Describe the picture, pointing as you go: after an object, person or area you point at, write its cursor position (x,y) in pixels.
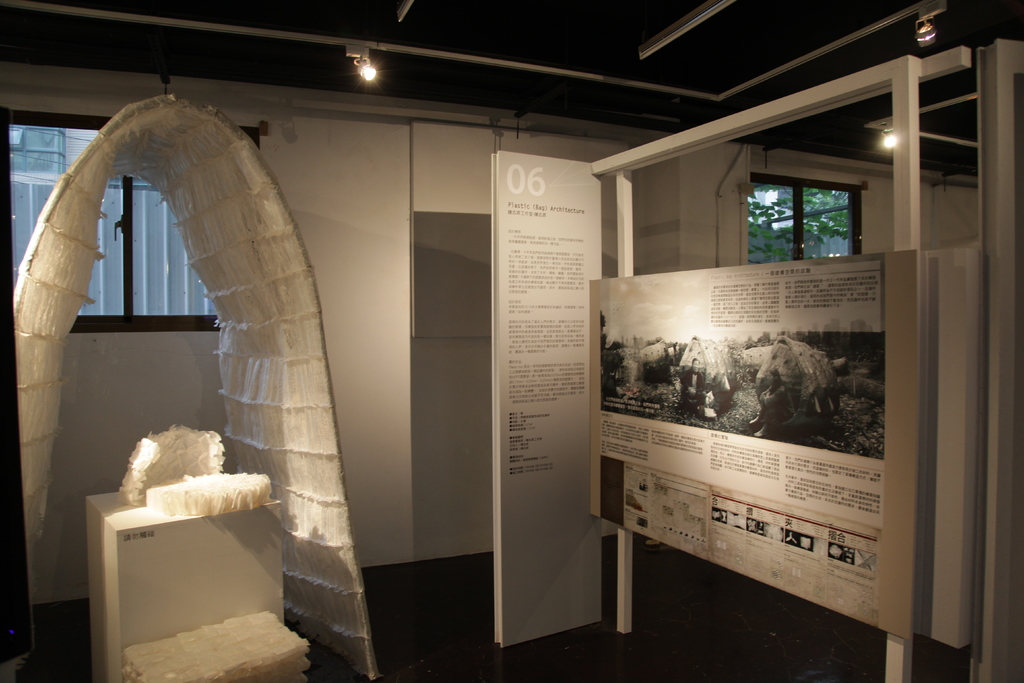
In this image I can see inside view of a room (349,483) and at the top (662,52) I can see the roof (572,80) and a light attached to the roof (431,62). And on the left side (14,273) I can see a window (18,231) and a stand (147,531) kept on the floor (50,609) and on the right side (876,374) I can see a display board (878,259) and a light (880,128) attached to the roof (876,146).
